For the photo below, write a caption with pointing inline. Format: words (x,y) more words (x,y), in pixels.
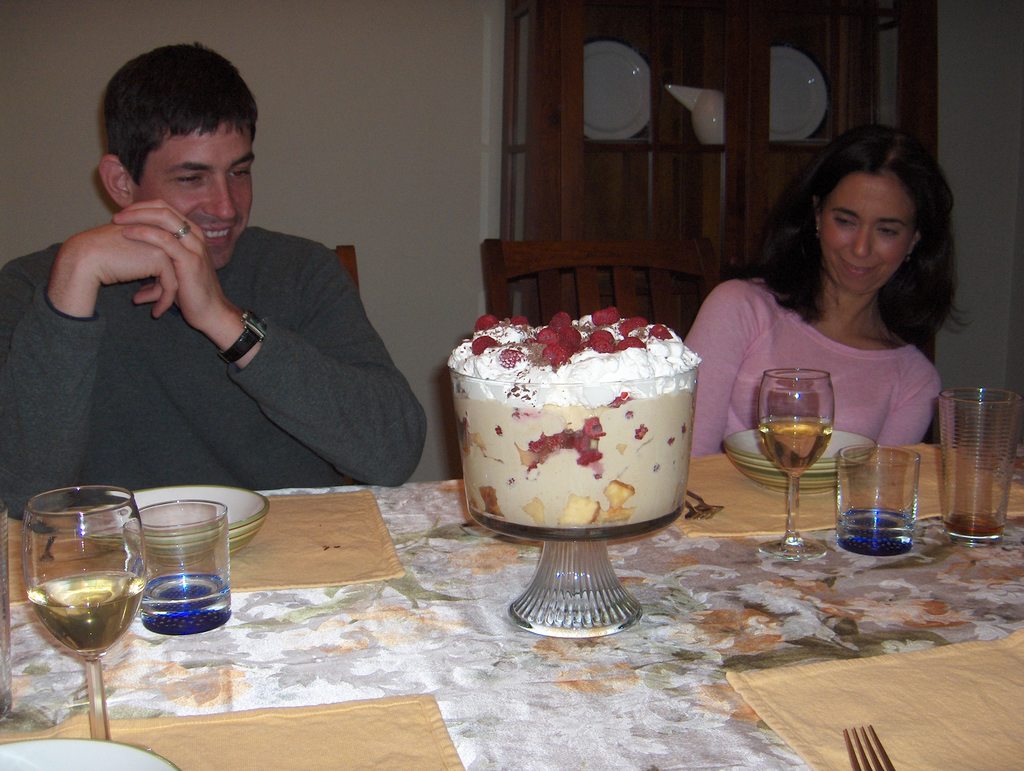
In this image there is woman (771,307) and a man (309,358) sitting on chairs (600,299), in front of them there is a table (463,584), on that table (425,573) there are bowls (761,460), glasses (95,649) and cake (635,394) and forks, in the background (441,321) there is a wall (438,323) to that wall (438,321) there is a cupboard (767,93), in that cupboard (552,111) there are plates (782,94).
